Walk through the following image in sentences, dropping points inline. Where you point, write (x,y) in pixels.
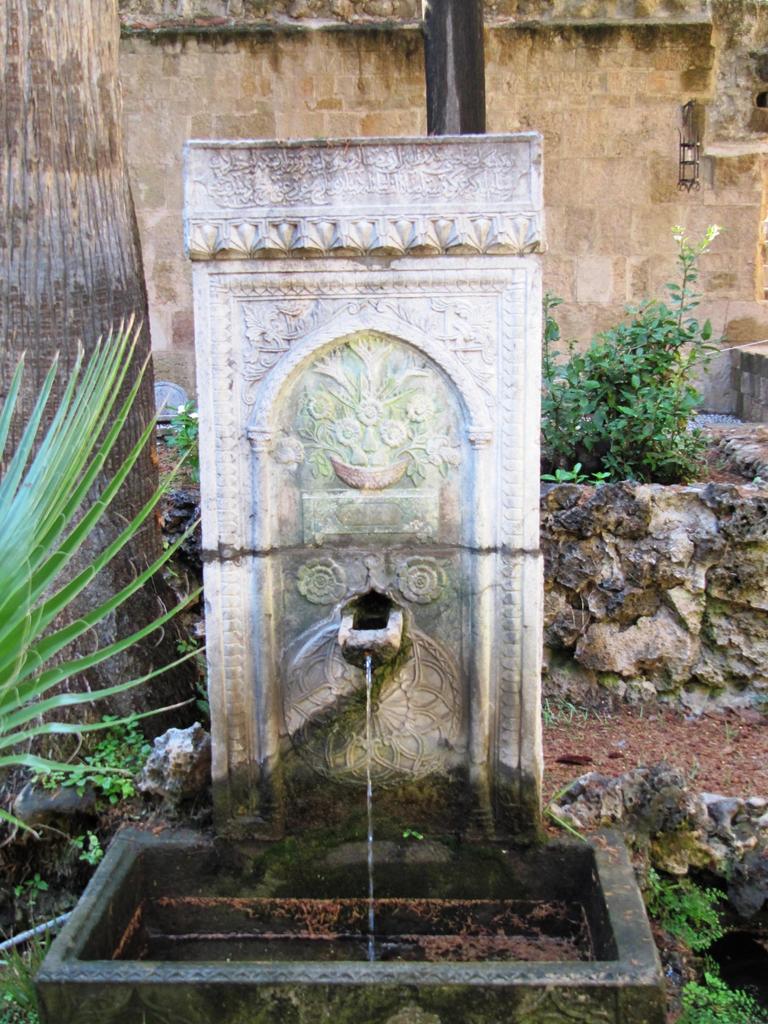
In the background of the image (324,99) there is wall (370,15). To the left side of the image (89,146) there is a tree trunk (94,156). In the center of the image (430,475) there is a fountain (335,670).
